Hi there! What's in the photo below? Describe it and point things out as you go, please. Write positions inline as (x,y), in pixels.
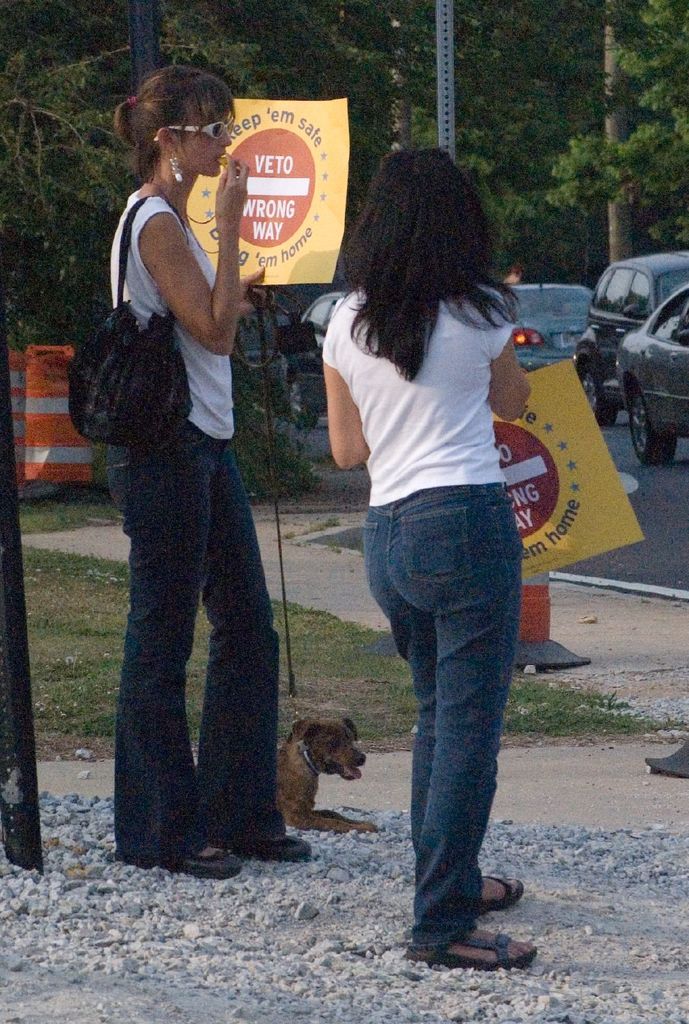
In the foreground of this image (448,719), there are two women (420,799) standing and holding few poster (294,247) and also a woman (188,321) is wearing a bag (123,399). On the left (7,734), there is a pole (5,753). In the background (43,310), there are poles (452,88), trees (430,75), vehicles (588,327) on the road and the grass land (363,654). We can also see a dog (303,818) on the stones (223,935).
